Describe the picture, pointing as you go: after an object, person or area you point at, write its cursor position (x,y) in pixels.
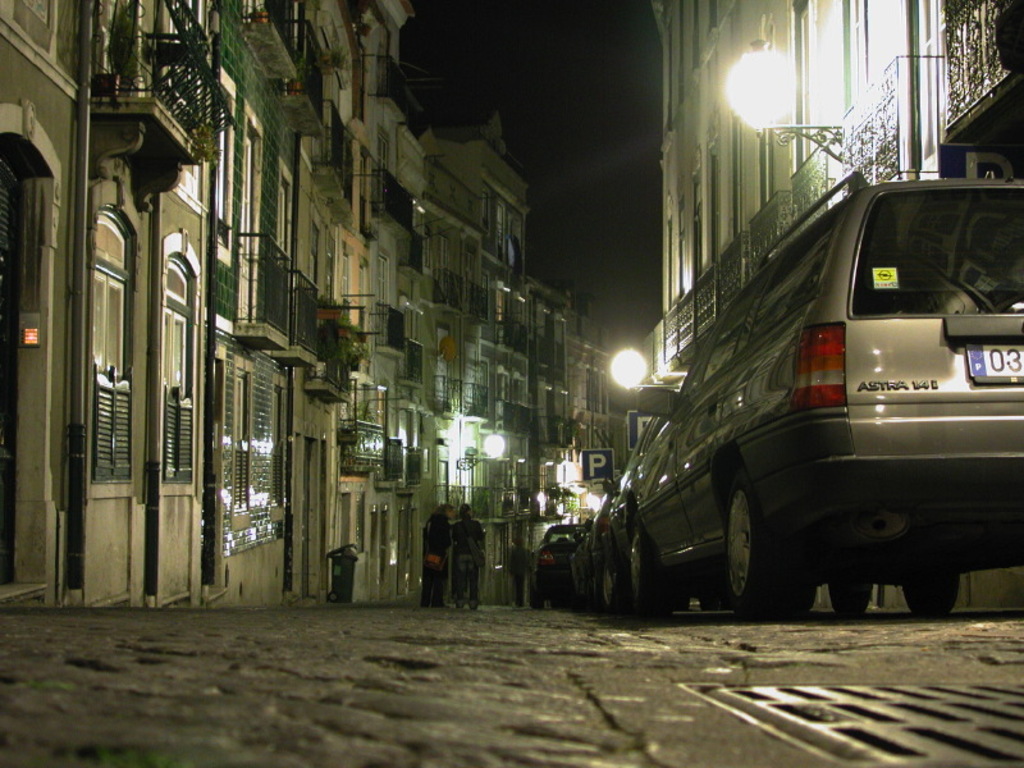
In this picture we can see cars (596,565), on the right side (698,242) and left side (284,354) there are buildings (504,276), there are two persons (460,551) standing in the middle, on the right side (748,84) we can see lights (746,99), there is a dustbin (343,570) on the left side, we can see railings (400,341) of these buildings (359,286), there is the sky (506,20) at the top of the picture (532,26).
